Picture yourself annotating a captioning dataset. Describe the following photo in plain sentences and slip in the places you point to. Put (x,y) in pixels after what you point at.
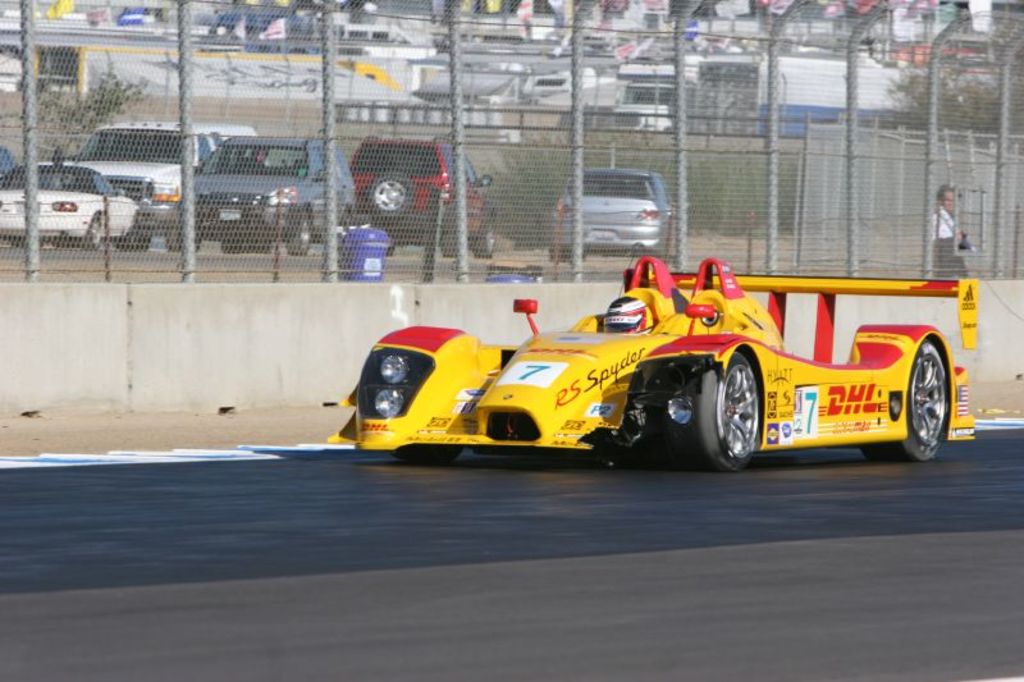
In this image in front (778,376) there is a car (845,418) on the road (537,593). In the background of the image (354,278) there is a metal fence (516,177). There is a person (956,240). There are dustbins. There are vehicles (48,190). There are flags (783,1), trees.
